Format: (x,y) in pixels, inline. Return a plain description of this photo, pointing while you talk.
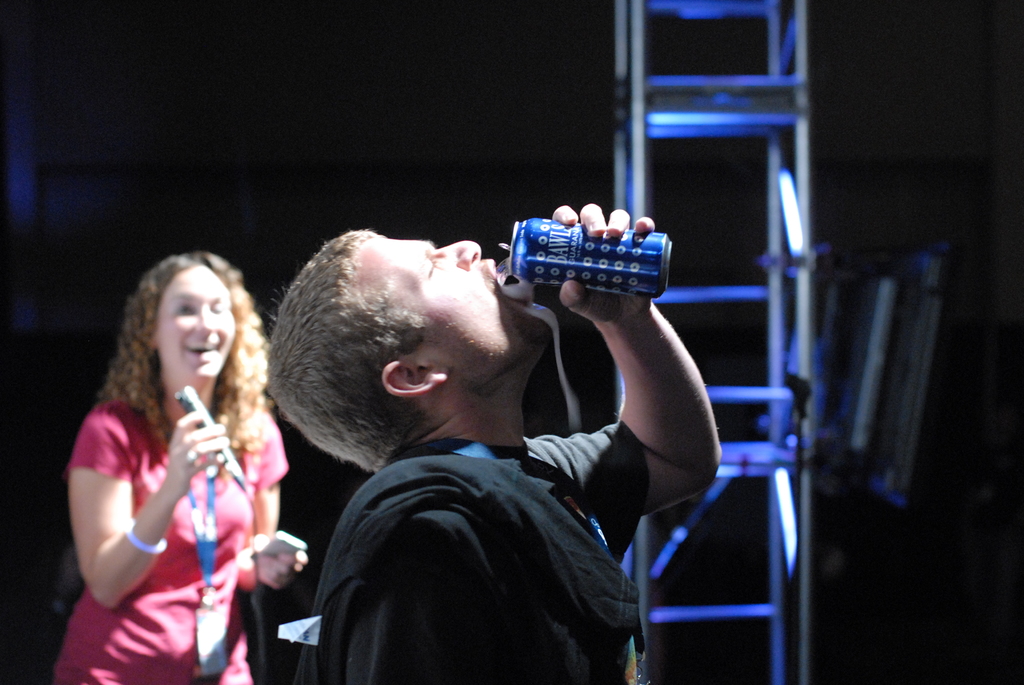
In this image I can see two people (389,413). Among them one person (477,338) is drinking something and another one is holding the mic (228,464).
